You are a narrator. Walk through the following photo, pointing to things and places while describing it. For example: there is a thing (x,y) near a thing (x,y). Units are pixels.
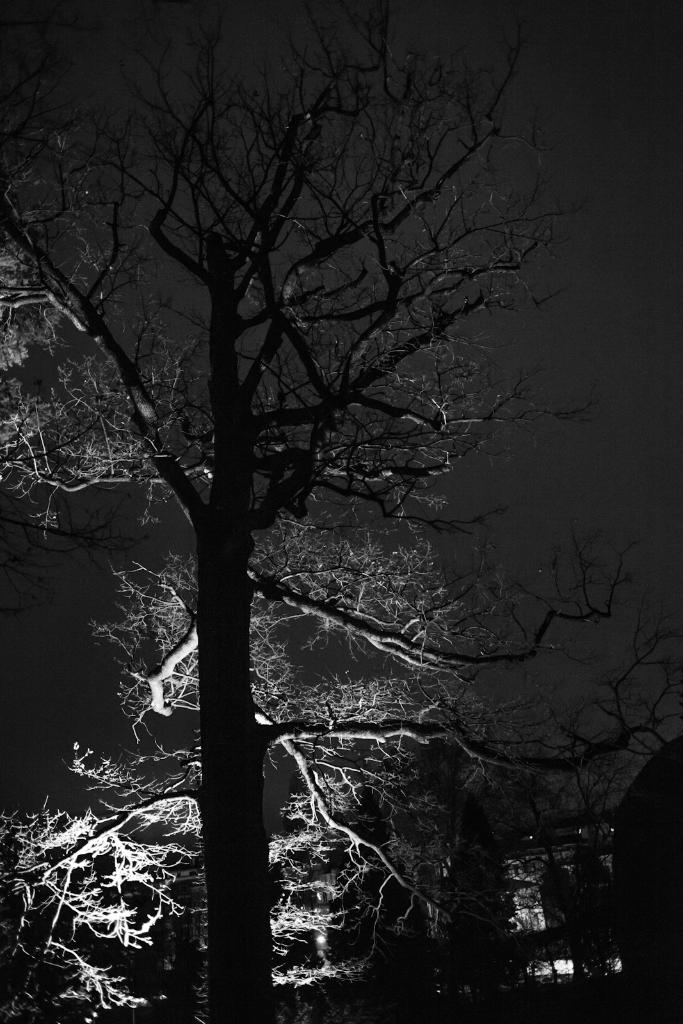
In this image we can see a tree (350,547). In the background of the image (521,386) there is sky (41,641).
